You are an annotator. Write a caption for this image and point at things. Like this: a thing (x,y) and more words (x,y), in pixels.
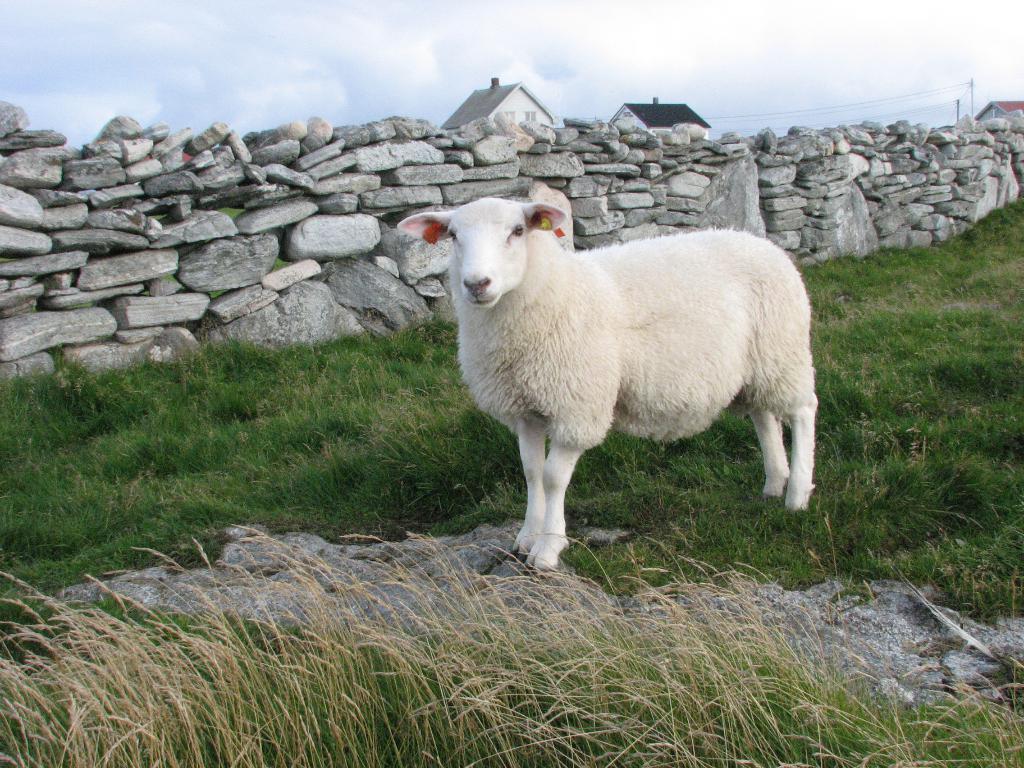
It is a white color sheep (576,404) on the grass (617,561), in the middle (376,274) there are stones (557,201), behind there are houses (517,111), at the top (301,54) it is the sky (247,62).
